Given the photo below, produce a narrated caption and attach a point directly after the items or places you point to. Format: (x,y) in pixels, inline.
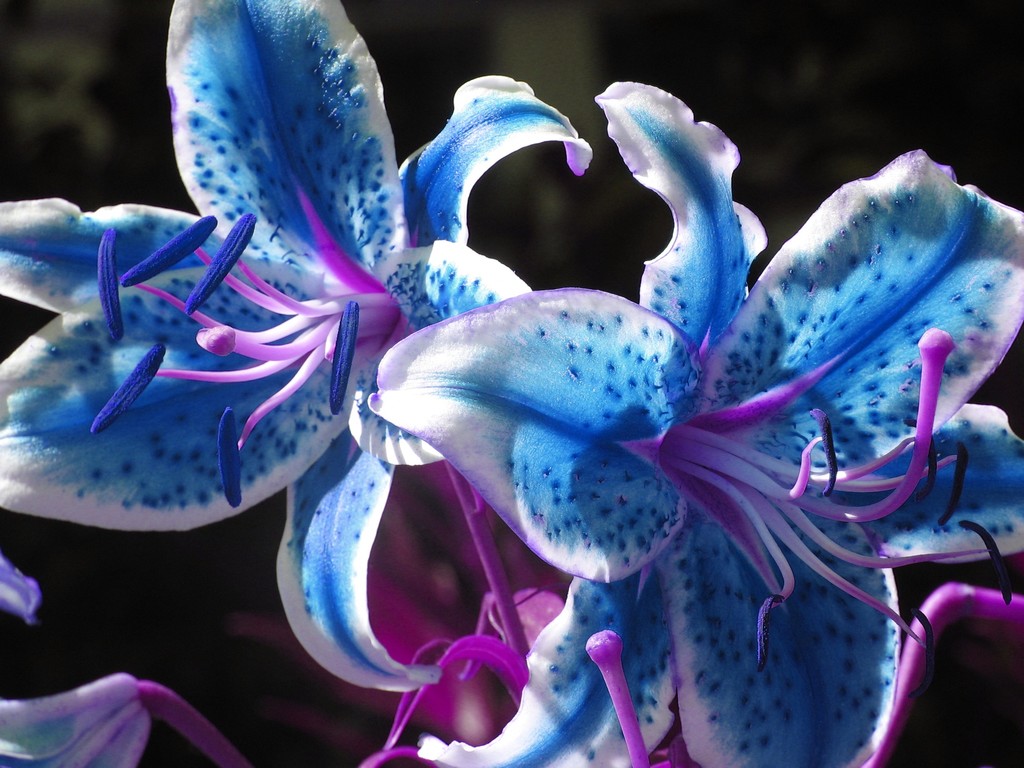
In this image we can see the blue color flowers (968,393). The background of the image (236,679) is dark.
